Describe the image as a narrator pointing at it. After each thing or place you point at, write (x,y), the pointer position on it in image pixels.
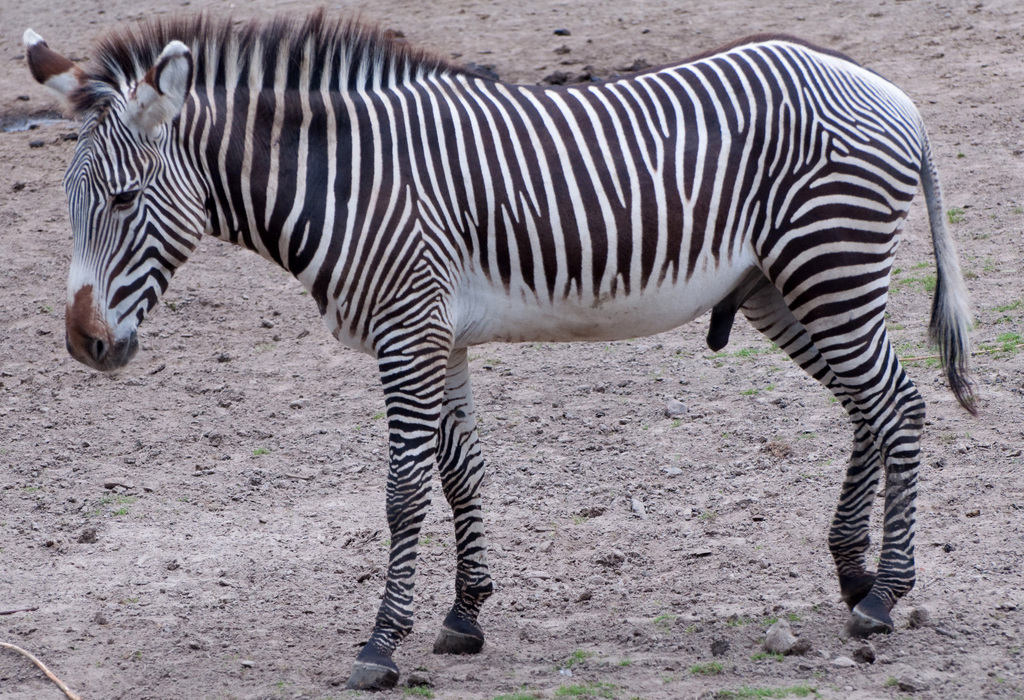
In this image I can see a zebra (569,248) standing on the ground (543,606) and I can see black and white stripes (501,239) on it. In the background (709,22) I can see the ground (685,40).
